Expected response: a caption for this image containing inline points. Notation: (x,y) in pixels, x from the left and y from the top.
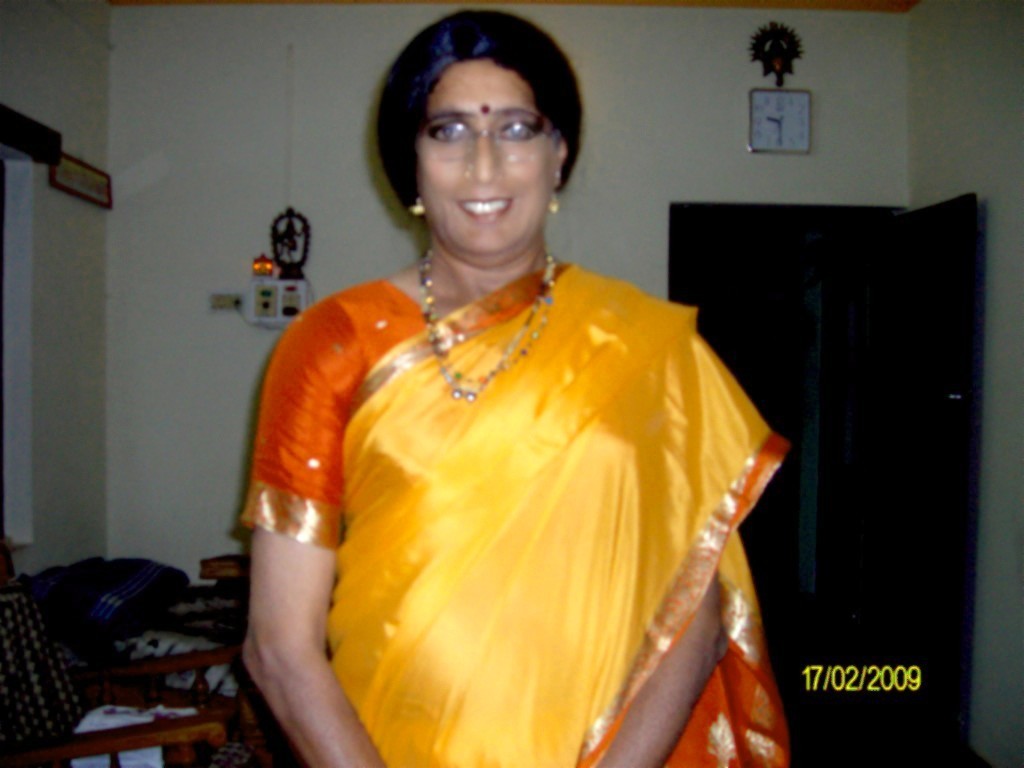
In this image we can see a woman (582,586) standing. On the left side of the image (164,642) we can see cloth (146,718) and a bag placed on the chair (169,722). On the right side of the image (940,318) we can see a door (875,277). In the background (798,135), we can see some objects (778,132) on the wall (204,211). In the bottom right corner of this image (858,677) we can see some numbers (896,672).
